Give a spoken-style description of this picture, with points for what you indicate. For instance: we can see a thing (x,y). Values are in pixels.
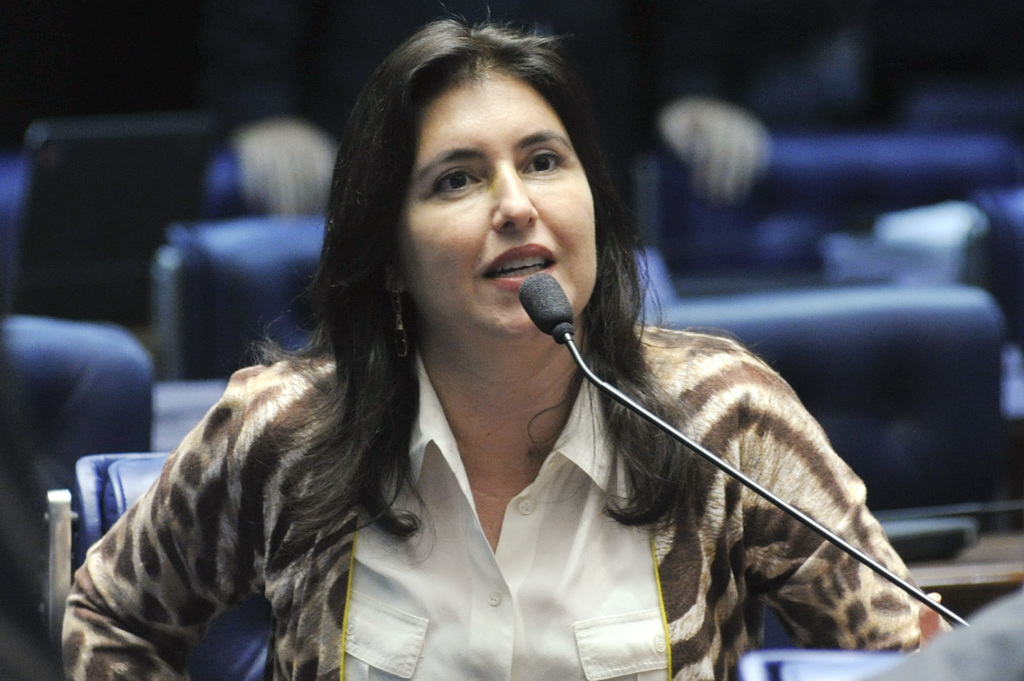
In the center of the image (500,238) we can see a lady (356,571) sitting and talking. We can see a mic (549,286) placed before her. In the background (826,397) there are chairs (847,363).
